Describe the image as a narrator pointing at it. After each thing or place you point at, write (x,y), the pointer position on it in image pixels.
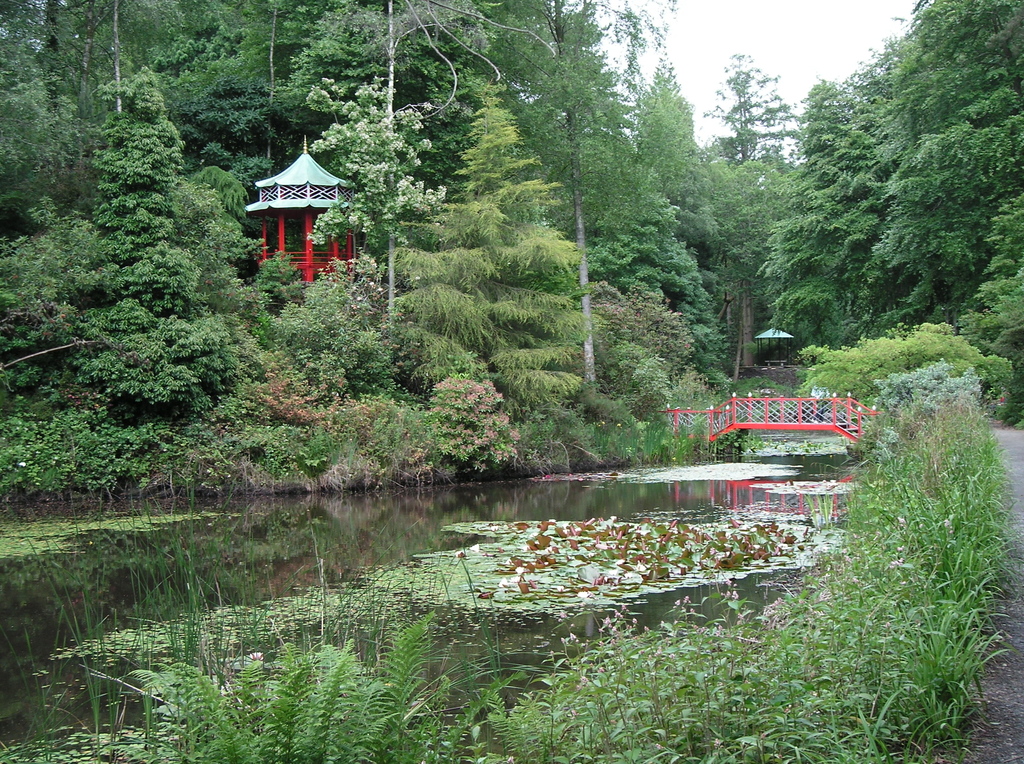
This image consists of water (541,654). At the bottom (760,726), there are plants (891,559). To the right (795,414), there is a bridge (771,410) in red color. In the background (259,64), there are many plants (444,390) and trees (952,127). In the middle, there is a shed (304,255).
